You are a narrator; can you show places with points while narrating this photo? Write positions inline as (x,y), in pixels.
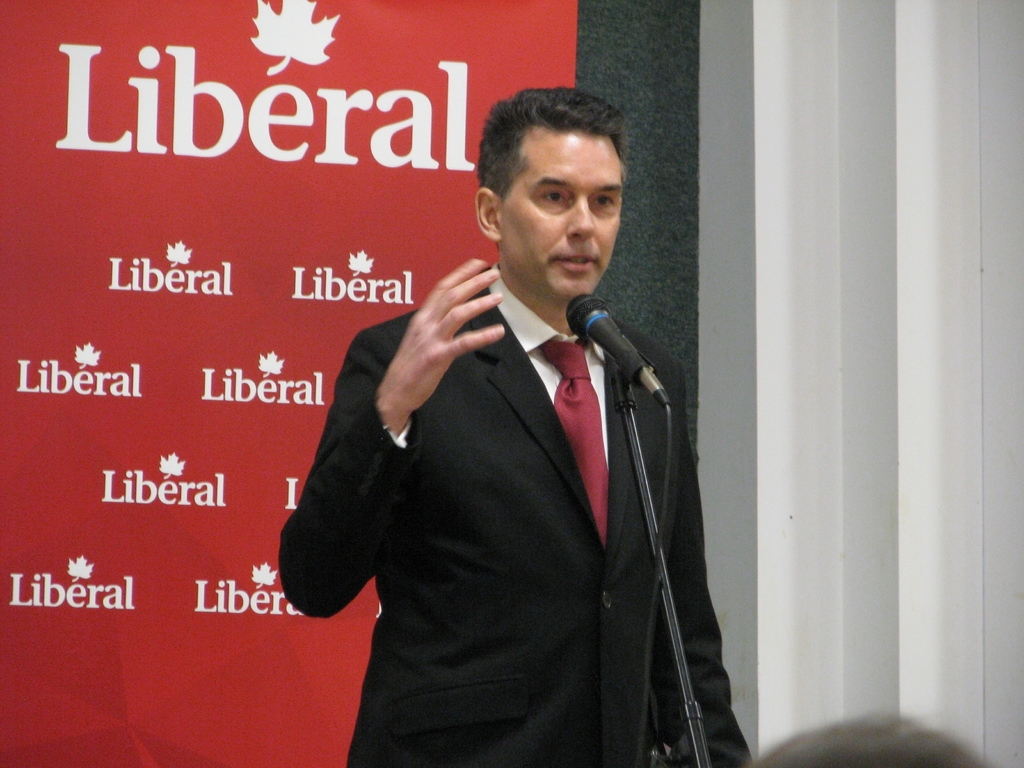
This image is taken indoors. In the background (673,292) there is a wall (807,339) and there is a banner (233,393) with a text (191,105) on it. In the middle of the image (478,378) a man (504,401) is standing and talking. There is a mic (622,345). At the right bottom of the image (875,741) there is an object (859,741).
